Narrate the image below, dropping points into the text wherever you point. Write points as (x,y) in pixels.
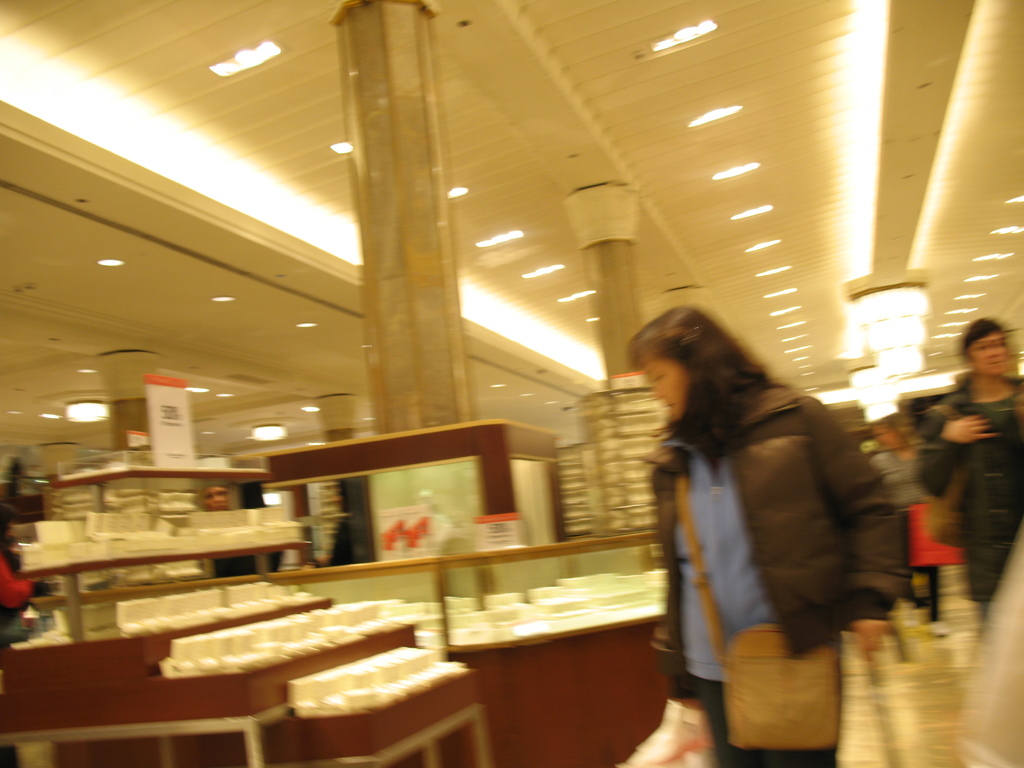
In this image there is a woman (707,482) checking out some objects (472,615) in a store (418,502), behind the woman (842,476) there are a few other people (897,423) walking.
